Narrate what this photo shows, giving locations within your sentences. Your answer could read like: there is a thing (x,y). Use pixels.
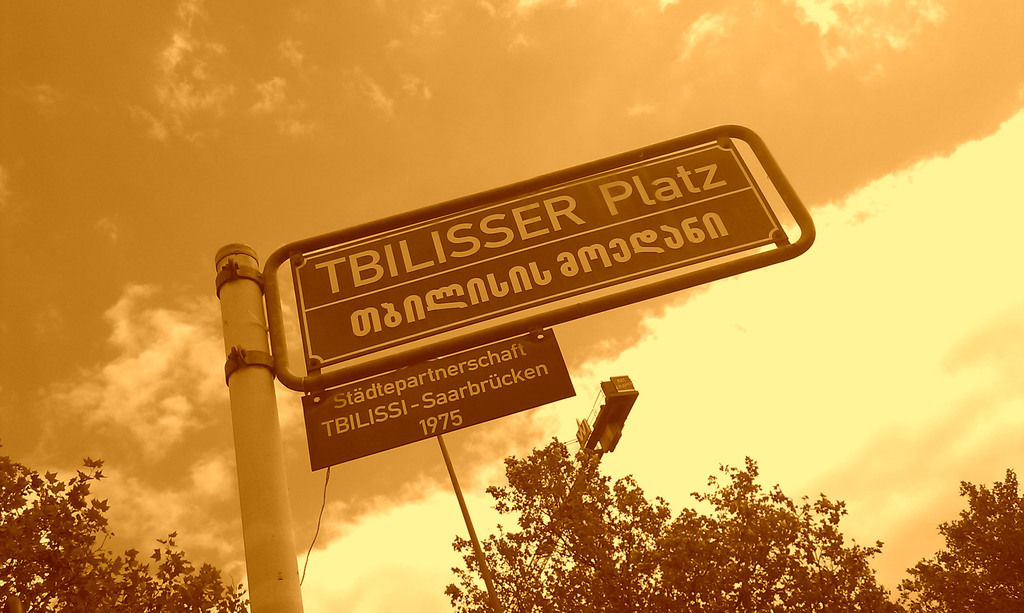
In this image there is a board (381,308) with some text (368,315), a crane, a rope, there are few trees (524,561) and some clouds (201,522) in the sky (828,176).
